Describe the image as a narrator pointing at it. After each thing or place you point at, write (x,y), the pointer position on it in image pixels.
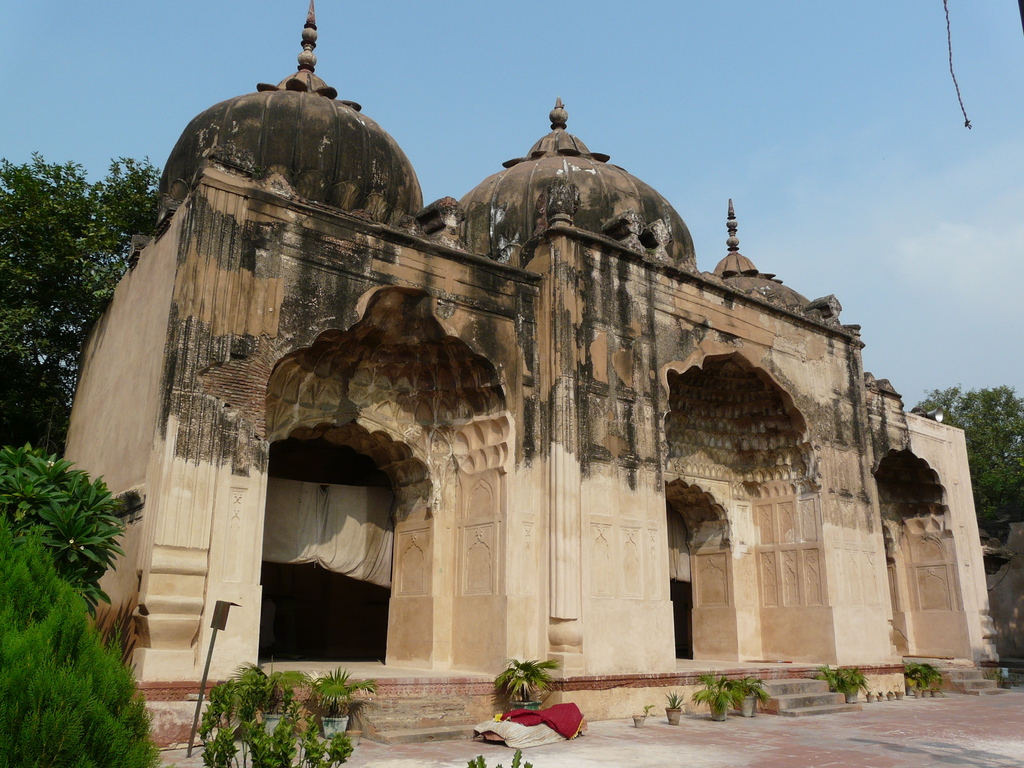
In this picture, we can see old fort (684,491), and we can see the ground (578,753) and some objects (522,729) on the ground (630,741) like plants (330,747) in pots (353,747), pole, and we can see stairs (811,700), trees (23,299), and the sky (848,231), we can see some object (951,47) on the top right side of the picture (949,27).
